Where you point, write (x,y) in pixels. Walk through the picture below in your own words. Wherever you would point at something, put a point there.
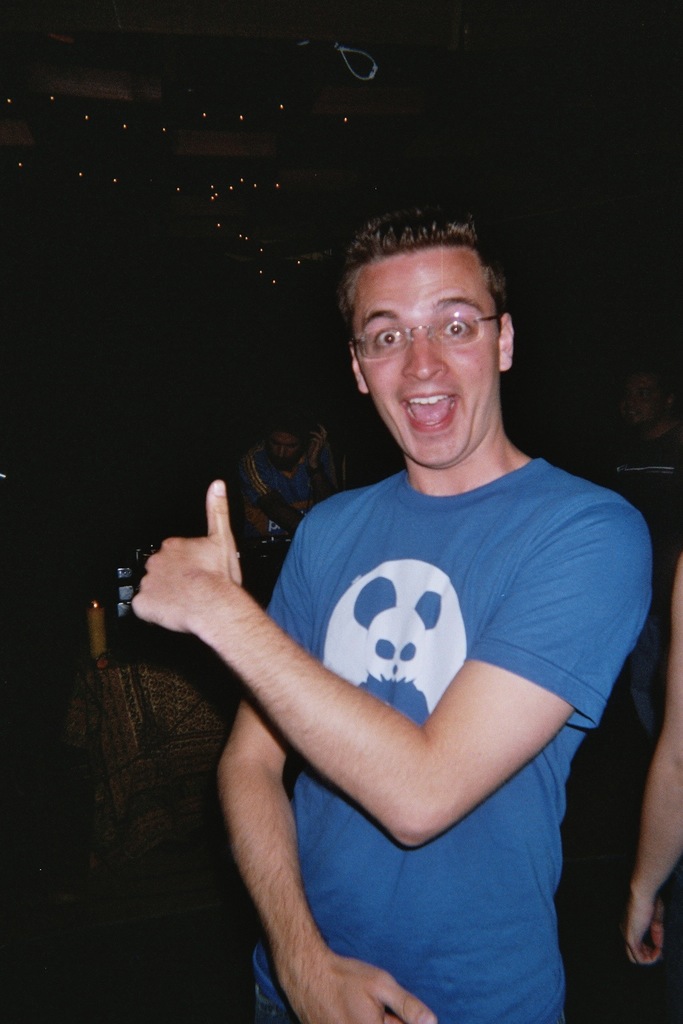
In the picture I can see a man (272,686). He is wearing a blue color T-shirt (427,853) and there is a smile on his face (475,284). In the background (285,429), I can see two men (653,569). I can see the hand (641,889) of a person (673,896) on the right side (631,898).
